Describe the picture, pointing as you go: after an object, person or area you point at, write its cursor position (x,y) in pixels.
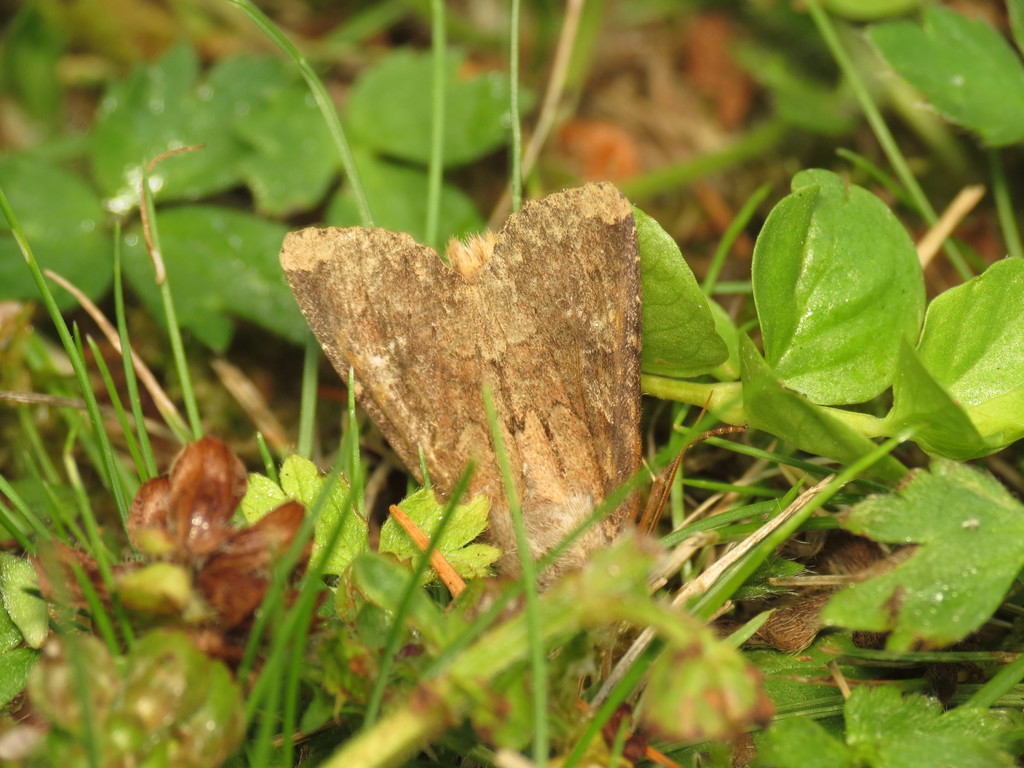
In this image there is a brown color object (607,220) in the middle (536,484). There is grass (75,477). There are leaves (951,493). There is debris (713,248).
